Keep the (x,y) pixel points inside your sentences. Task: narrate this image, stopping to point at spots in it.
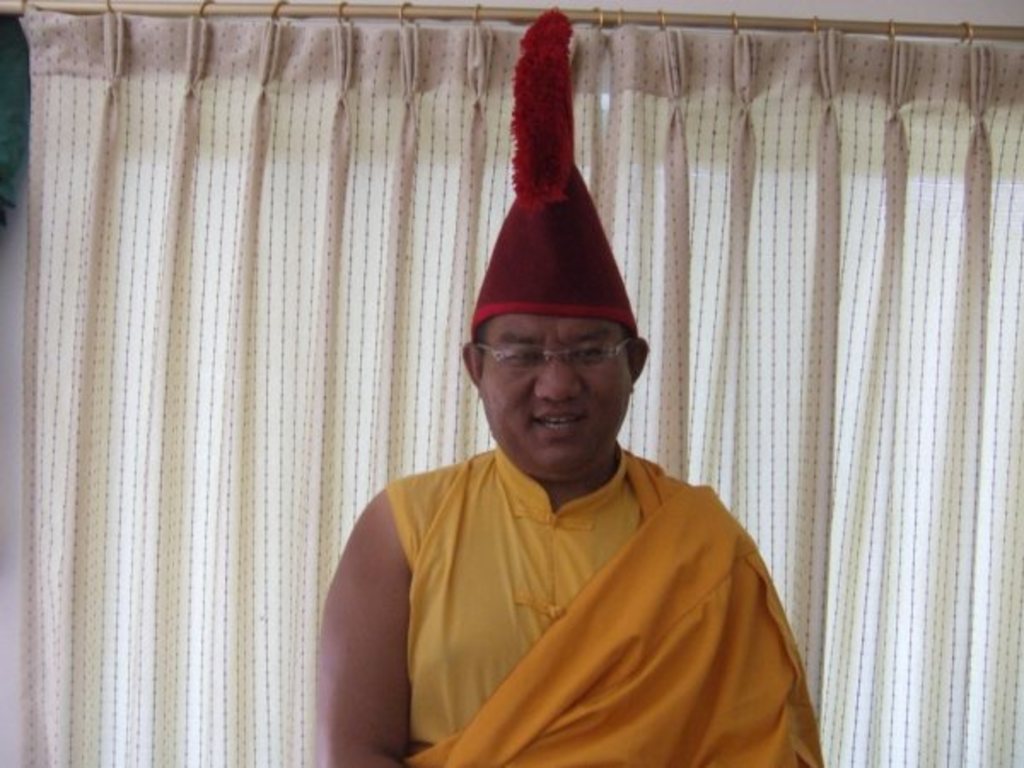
In this image we can see a person (562,511) wearing a yellow dress (548,683), spectacles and red cap (551,251). In the background (139,317) we can see a curtain (829,291).
